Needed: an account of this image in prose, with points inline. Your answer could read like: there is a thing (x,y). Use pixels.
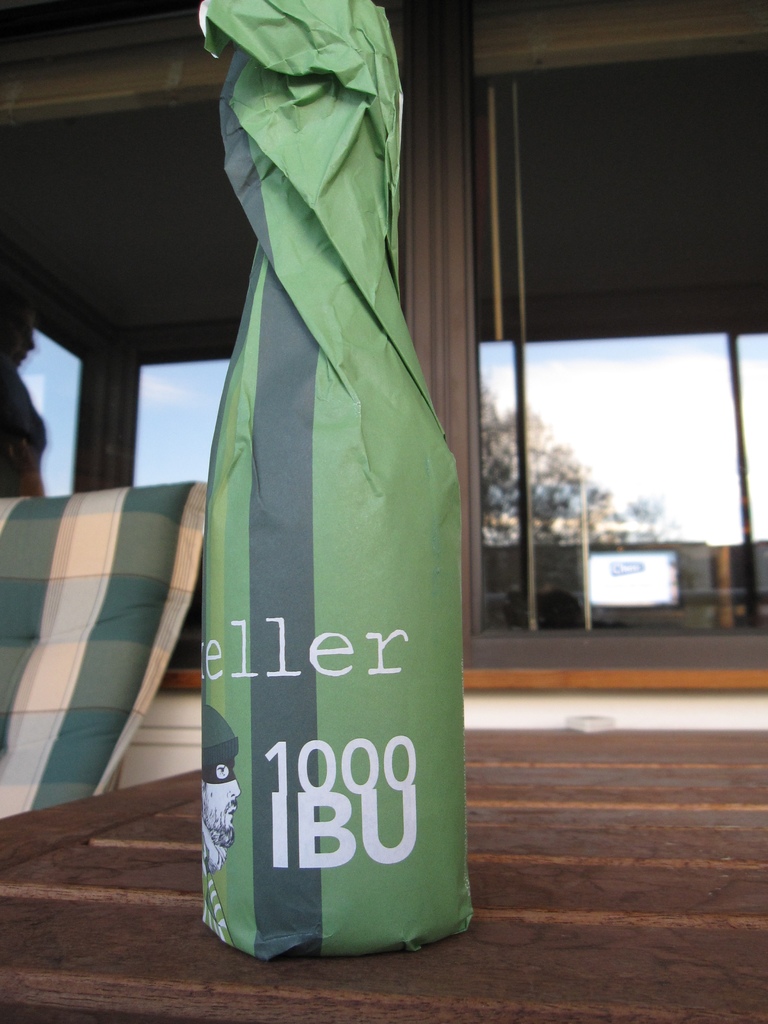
In this image we can see a bottle (297,494) packed in a cover (380,546) which is placed on the wooden surface (485,872). We can also see a pillow (124,600). In the background (488,382) we can see the glass window (517,223) and through the glass window (64,344) we can see a person (17,459), tree (510,468), rods (532,535), board (613,589) and also the sky (623,402).
